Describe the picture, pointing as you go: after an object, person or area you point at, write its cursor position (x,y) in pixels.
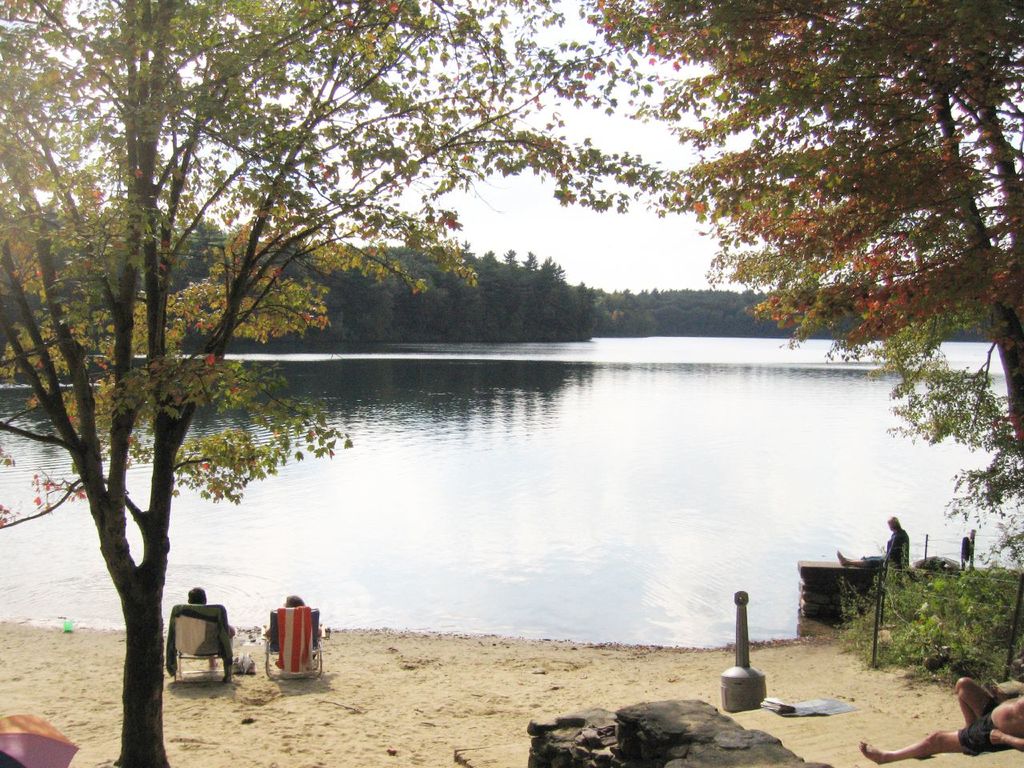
In this image we can see few persons (1001,711), two of them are sitting on chairs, there are towels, there are some trees (529,261), plants (863,611), umbrella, also we can see the river (609,467) and the sky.
